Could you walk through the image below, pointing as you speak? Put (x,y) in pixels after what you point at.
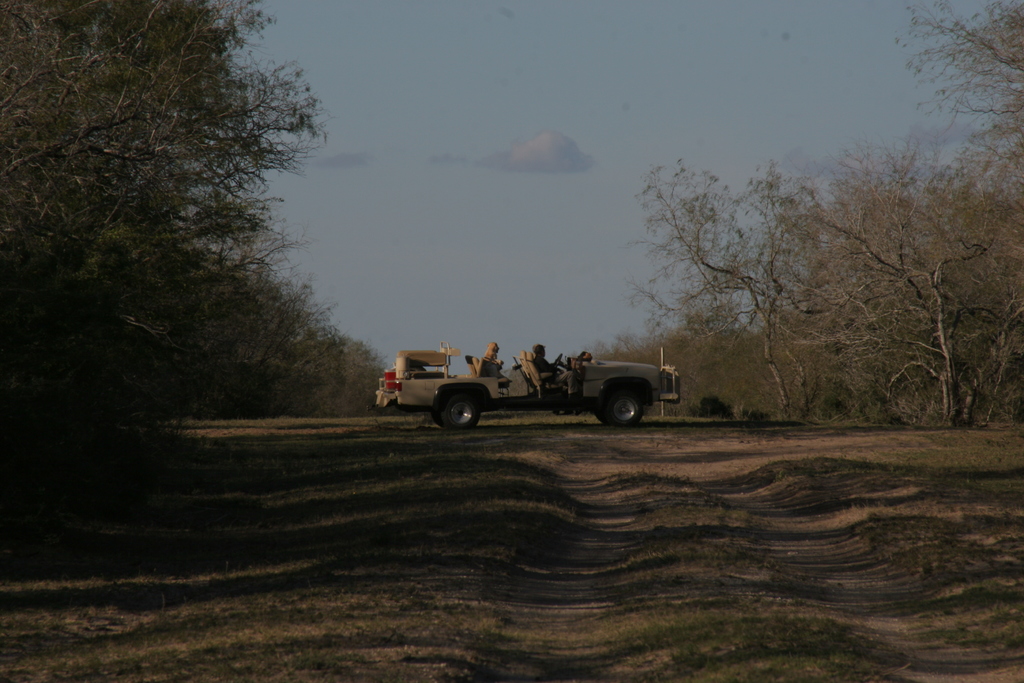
In this picture we can see the van (387,392) in the forest (875,302). Behind there are some dry trees (867,287). In the front (83,633) bottom side there is a ground (484,636).
